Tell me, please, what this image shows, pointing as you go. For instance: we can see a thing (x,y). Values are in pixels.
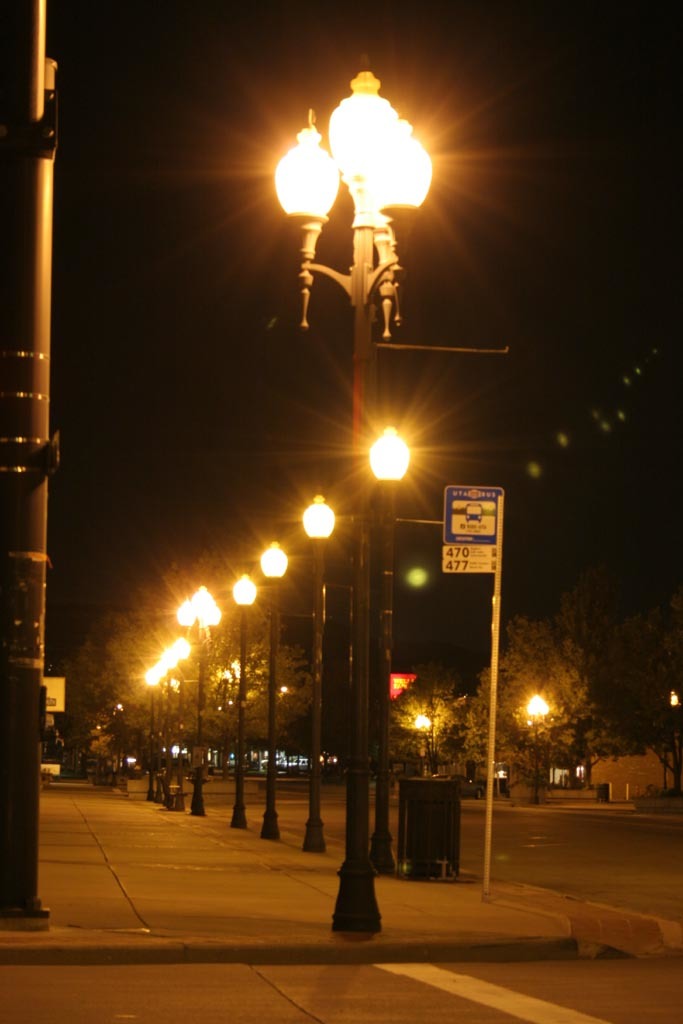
In this picture we can see trees (406,733), poles (14,787) with lights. We can see sky (549,291) in the background (226,306).
